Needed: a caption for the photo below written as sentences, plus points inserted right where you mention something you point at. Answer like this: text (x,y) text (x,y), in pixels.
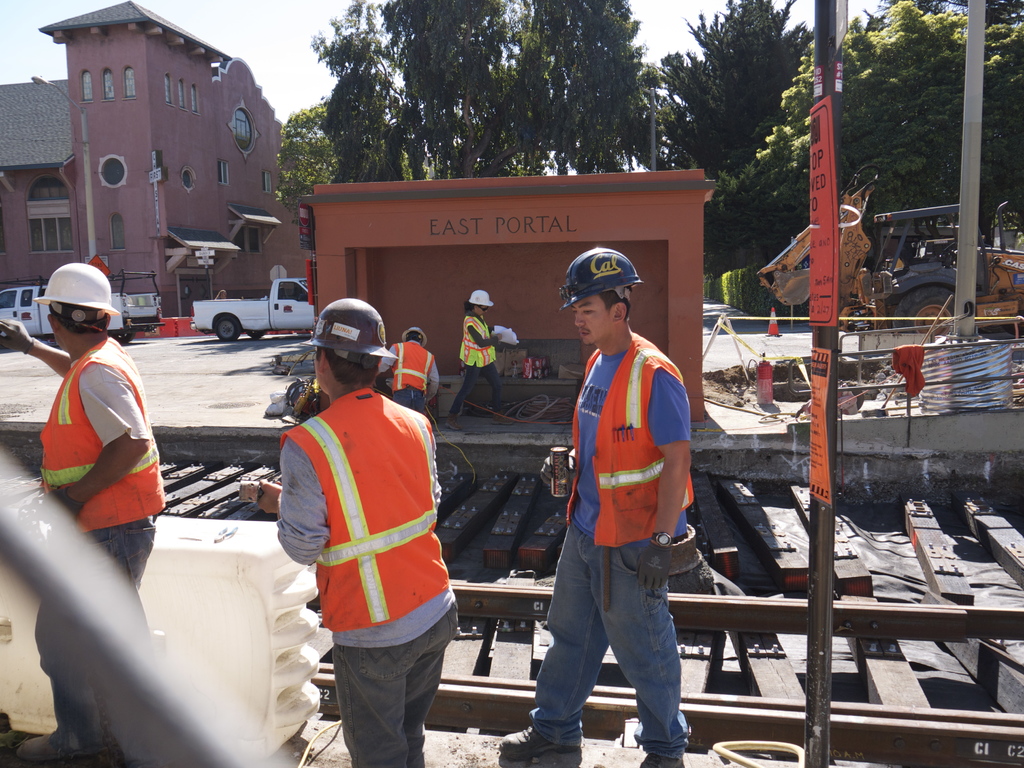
In this image I can see there are few people (486,341) walking, there is a railway track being constructed and there are trees (864,51) in the backdrop (478,27), there is a building (72,215) on the left side (57,217) and the sky (172,22) is clear.
